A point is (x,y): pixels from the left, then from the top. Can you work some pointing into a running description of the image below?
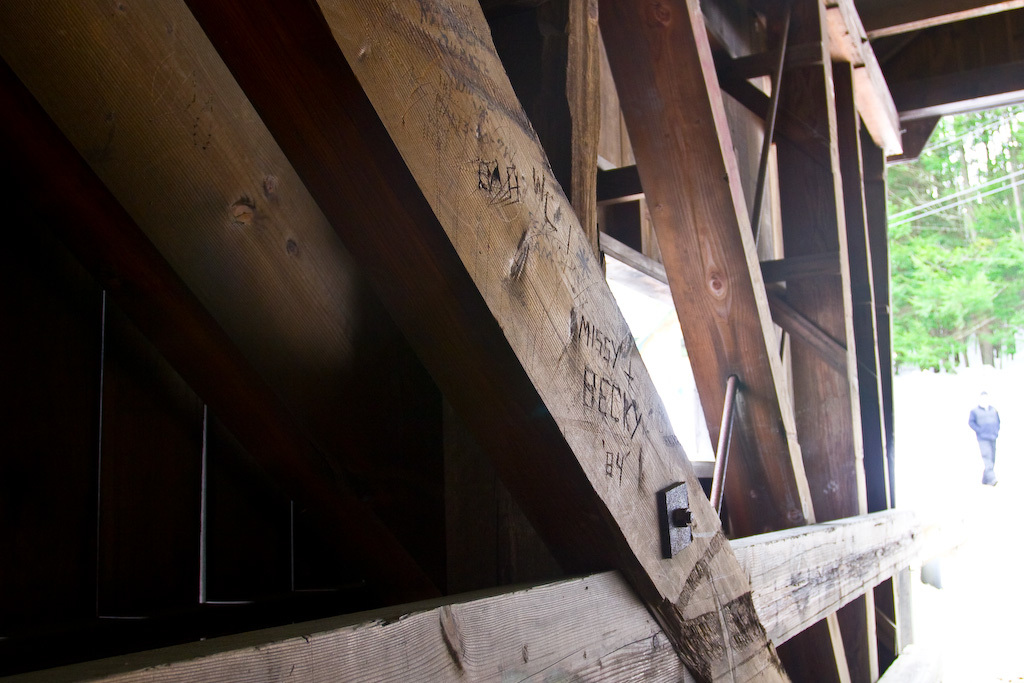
In this image there are wooden planks (511,560) attached to the roof (936,33). Right side there is a person (990,410) standing on the land (964,471). There are trees (1016,334) on the land (949,479). Left side there is some text (588,342) carved on the wooden plank (566,362).
